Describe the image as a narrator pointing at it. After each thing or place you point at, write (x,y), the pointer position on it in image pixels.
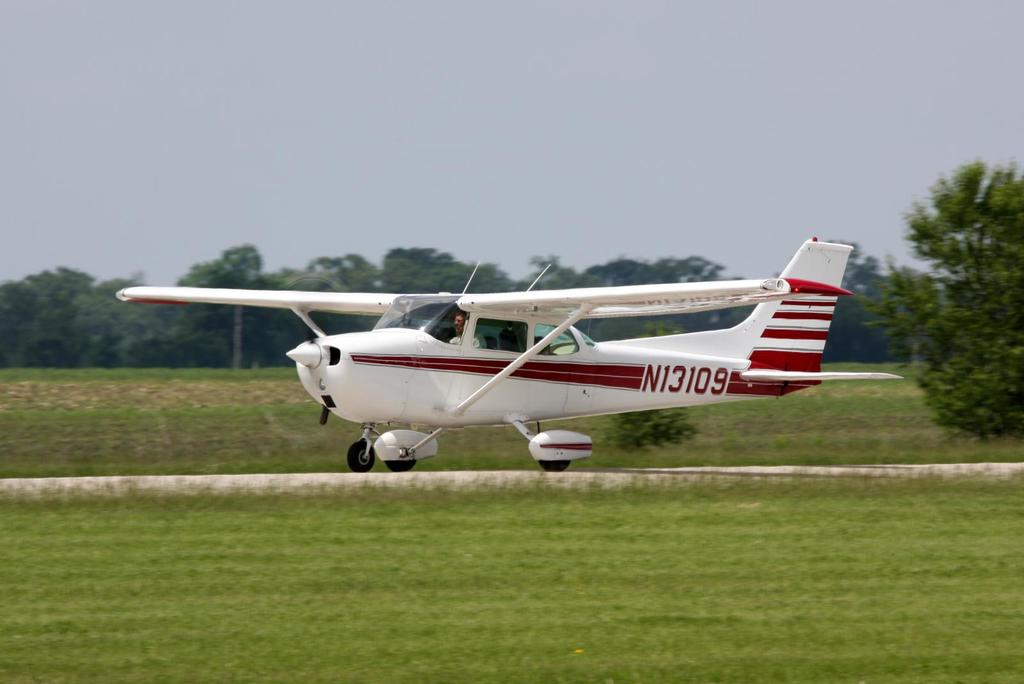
There is an airplane (525,417) on the ground (485,567). Here we can see grass (566,526) and trees (961,411). In the background (14,262) there is sky (570,128).
